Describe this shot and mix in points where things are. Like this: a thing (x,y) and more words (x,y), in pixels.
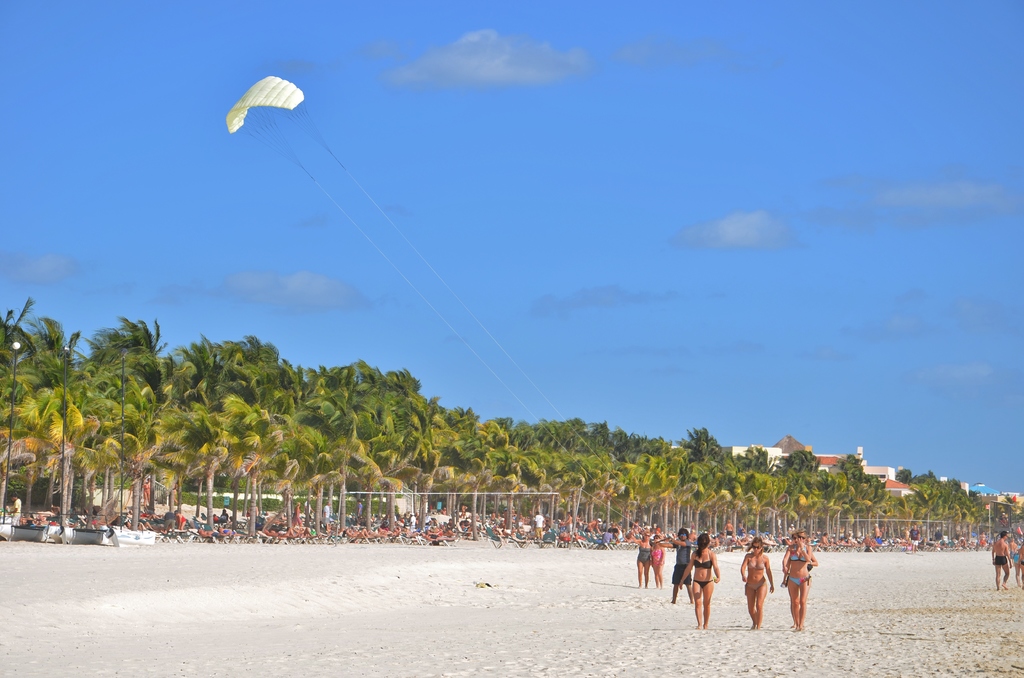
In the image we can see there are people (679,576) standing near the sea beach (594,570) and others are sitting on the chair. There are lot of trees (500,436) and behind there is a building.
